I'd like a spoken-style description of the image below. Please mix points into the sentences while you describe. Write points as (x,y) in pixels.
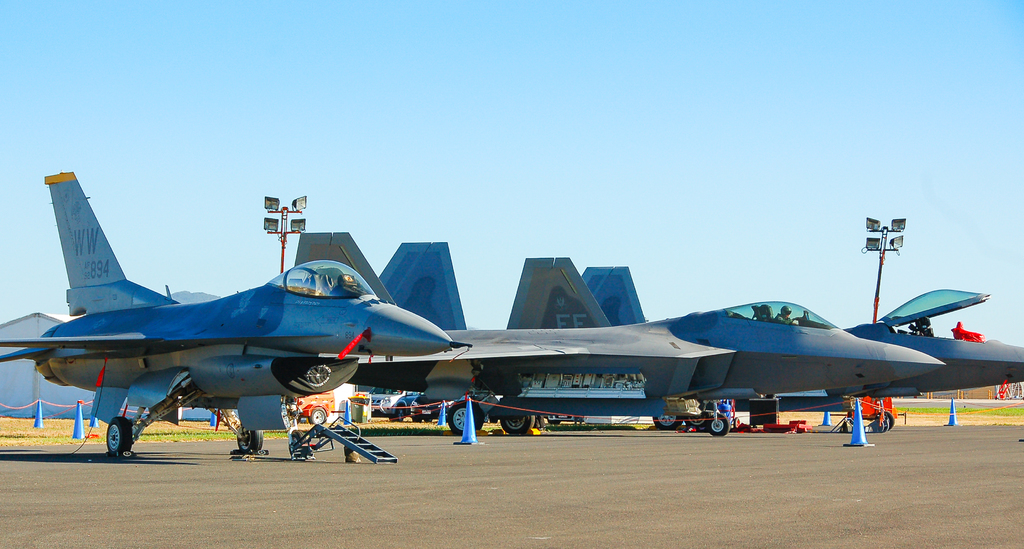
In this image we can see a few airplanes (94,377) on the ground (398,455), there are some traffic cones (472,426), houses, grass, poles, vehicles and lights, in the background (643,258) we can see the sky (650,136).
